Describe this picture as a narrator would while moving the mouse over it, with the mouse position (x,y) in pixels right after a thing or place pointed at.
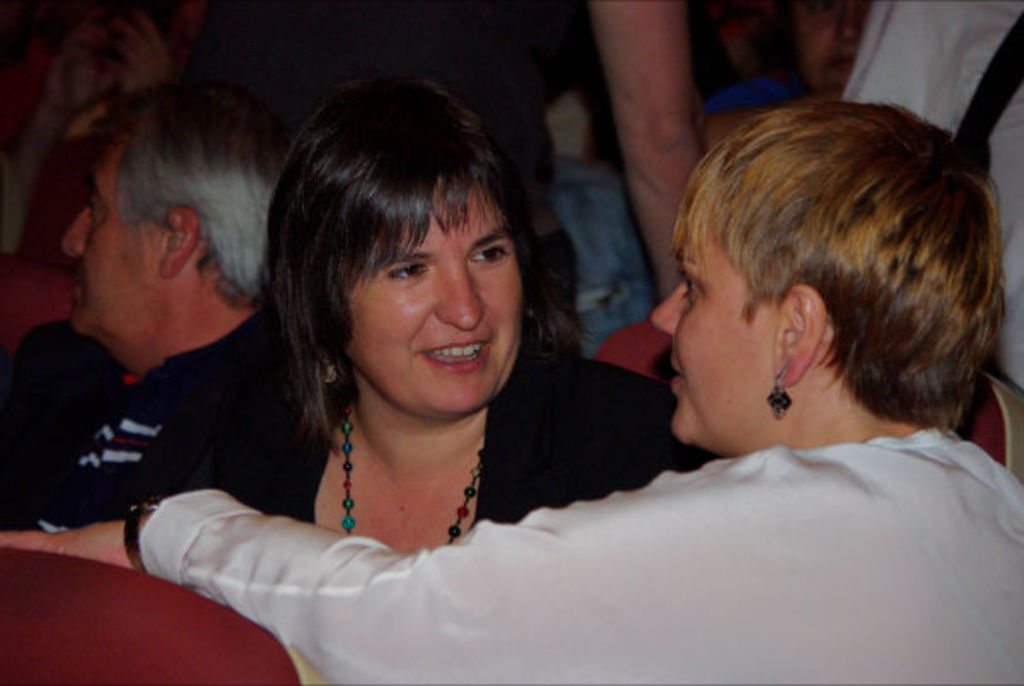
In this picture we can see two women (883,541) sitting in the front (616,559), smiling and talking. Behind we can see some person (674,93) standing.
